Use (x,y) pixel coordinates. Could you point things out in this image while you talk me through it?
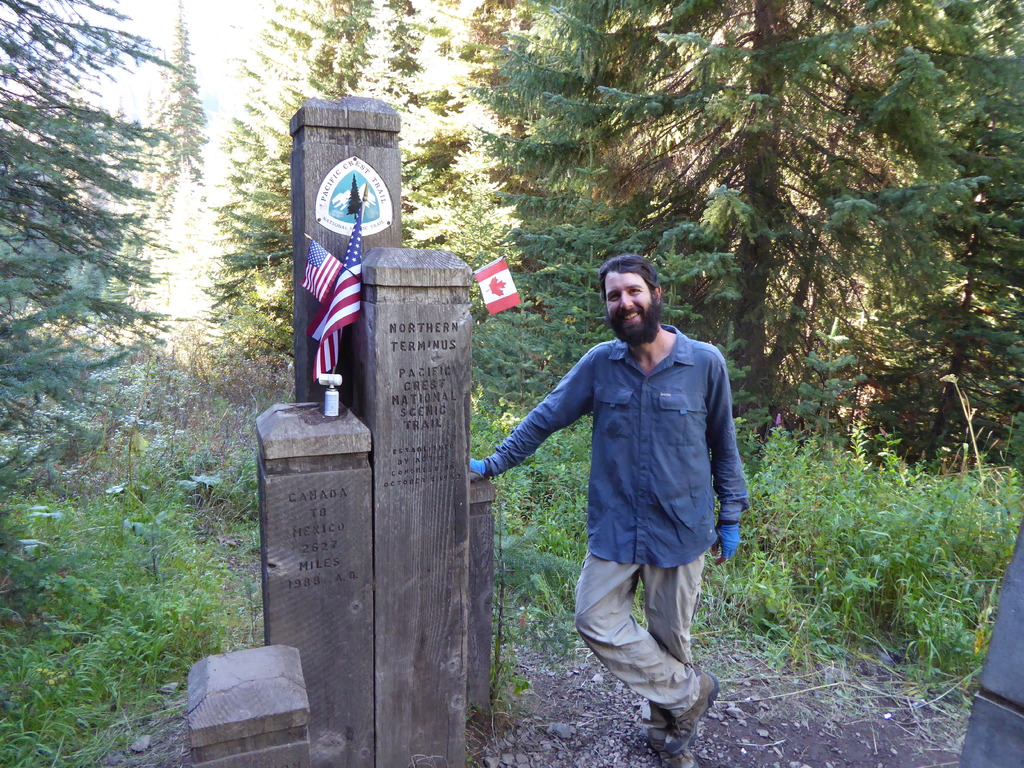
This is the man (655,433) standing and smiling. These are the flags (483,278), which are hanging to the poles (362,289). I think these are the wooden posts (402,496) with the letters (324,492) carved on it. I can see the trees (769,196) and plants (166,577).
